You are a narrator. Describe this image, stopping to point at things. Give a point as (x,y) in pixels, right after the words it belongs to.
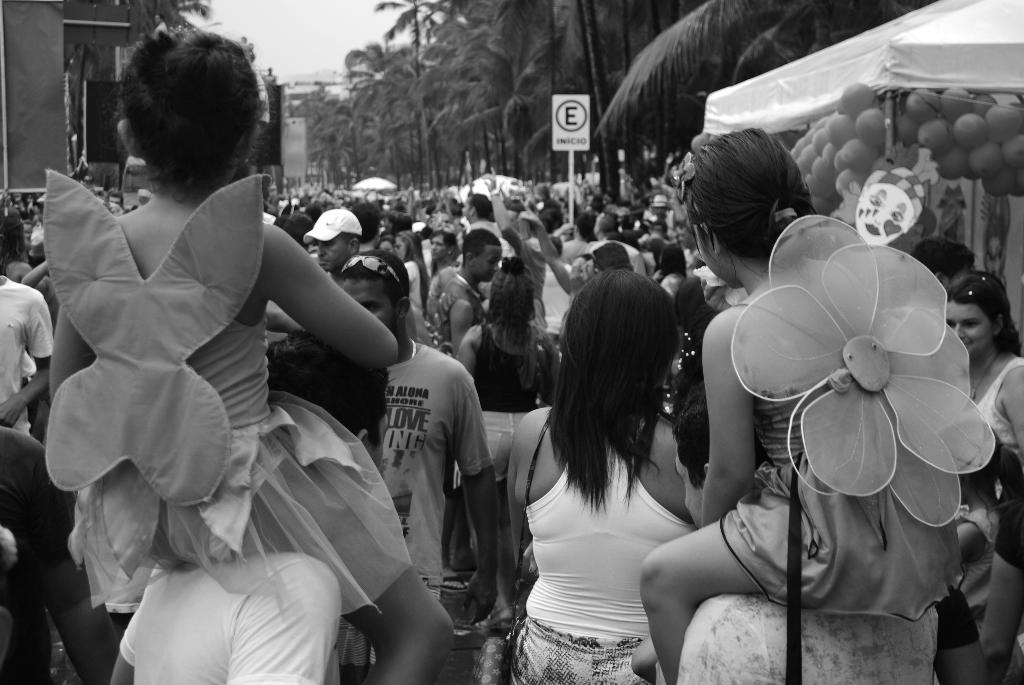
In this black and white image, we can see a crowd (503,221). There are balloons (1004,162) on the right side of the image (941,147). There is a tent (965,49) in the top right of the image (979,60). There are some trees (372,81) at the top of the image (700,34). There is a board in the middle of the image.
